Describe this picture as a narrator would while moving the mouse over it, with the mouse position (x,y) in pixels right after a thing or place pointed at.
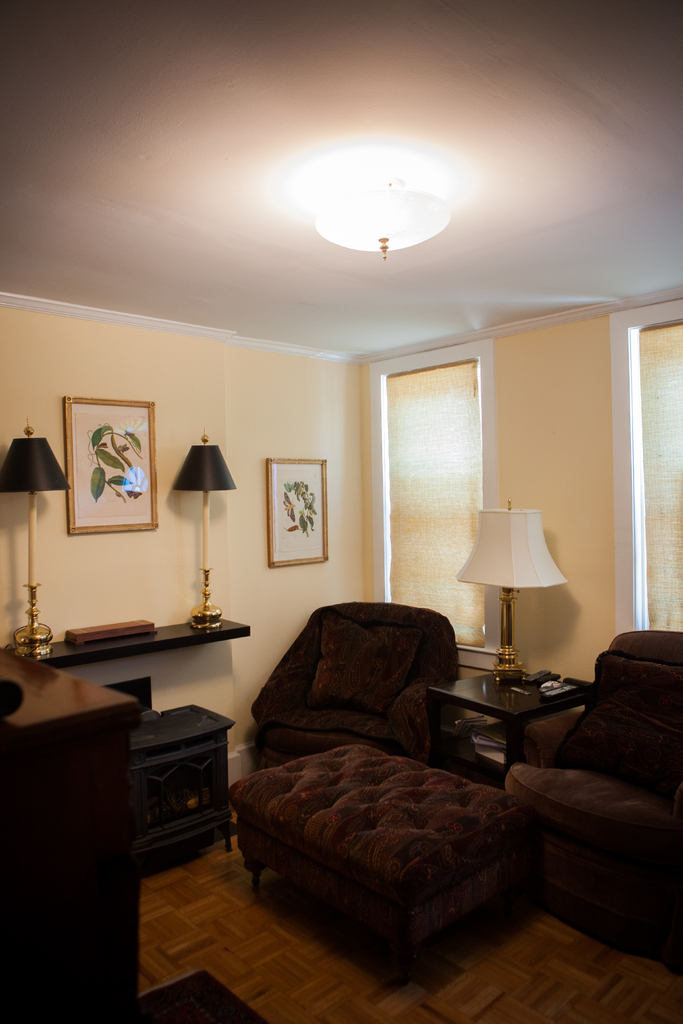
This picture is clicked inside the room (422,1021) and in this room (237,757), we see sofa (342,719), table (454,837) and beside the sofa (534,729), we see table (488,693) on which lamp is placed and on the left bottom of the picture (97,789), we see a brown table (51,733) and next to it, we see two lamps (34,575) which are placed on a black bench (204,641) like. Behind that, we see yellow wall (201,381) on which two photo frames (274,549) are placed. On top of the picture (246,73), we see the roof (246,157) of the room (178,108).
